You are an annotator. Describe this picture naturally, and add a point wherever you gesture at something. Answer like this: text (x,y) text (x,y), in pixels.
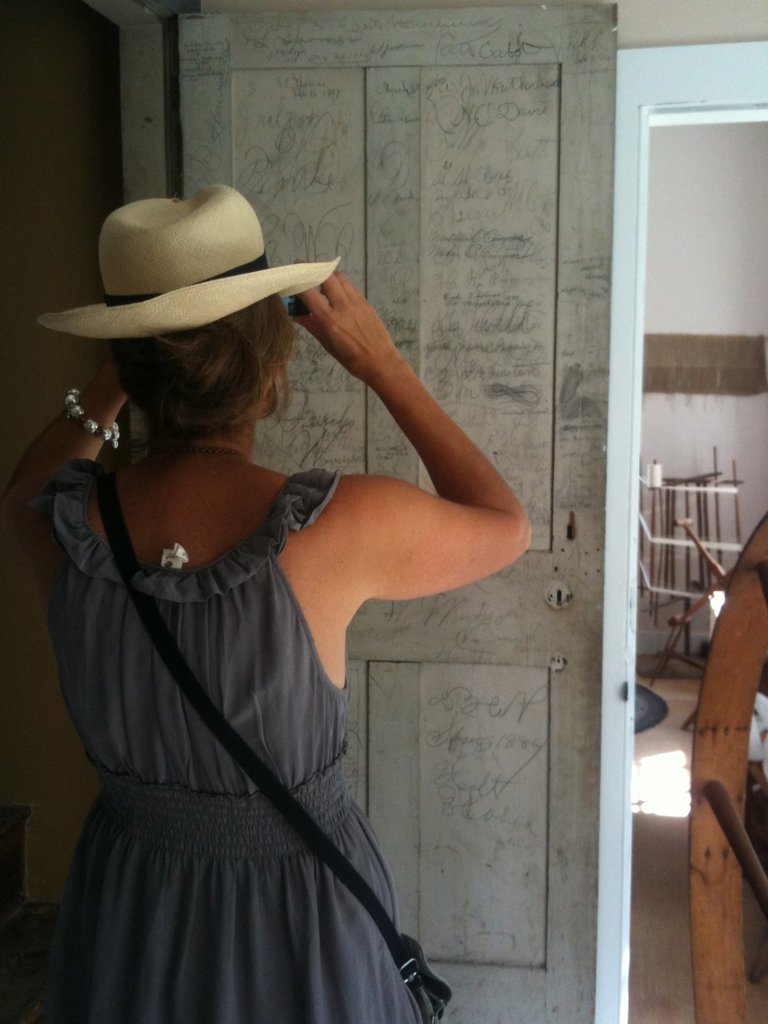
In this image we can see a person (247,228) standing and wearing a hat (162,295). Behind the person (453,451) we can see a door (411,218) with text (411,218) on it. On the right side of the image (661,522) we can see a doorway (669,490) and through the doorway (676,601), we can see few objects (723,686) and a wall (685,318).
